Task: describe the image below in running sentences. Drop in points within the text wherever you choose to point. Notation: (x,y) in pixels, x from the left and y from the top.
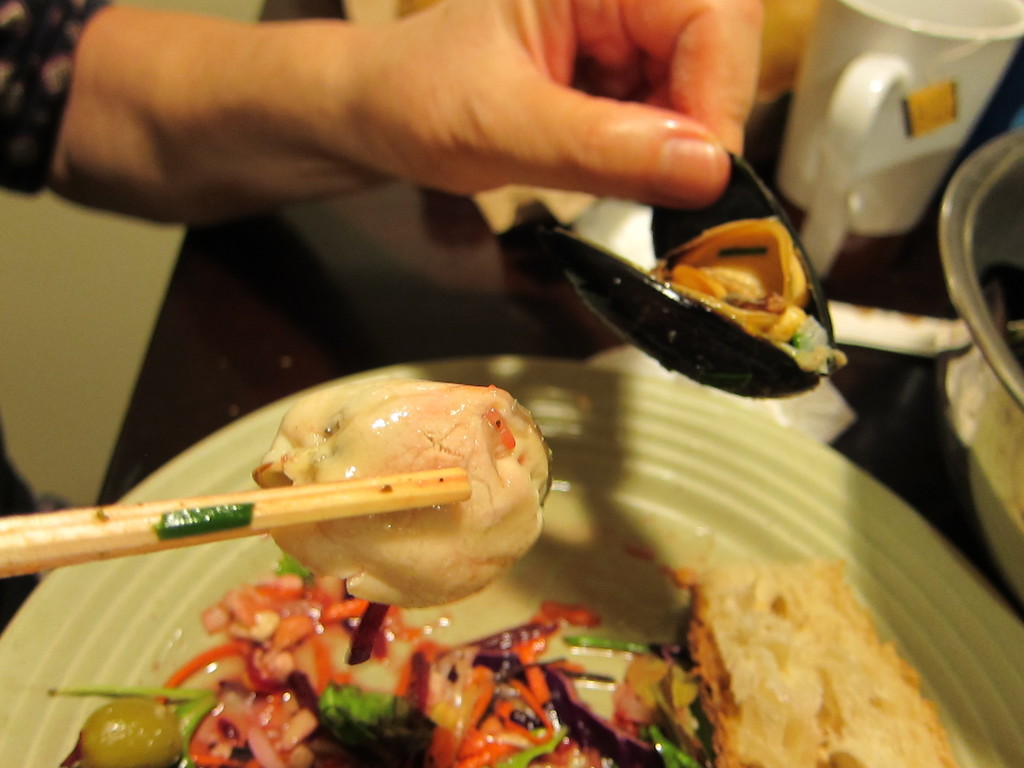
In this picture a guy (348,99) is holding a mussel (738,333) in one of his hands (571,85) and a food item (520,436) with chopstick (319,489) in the other hand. We can also see a table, a plate (764,517) with food items (844,681).
